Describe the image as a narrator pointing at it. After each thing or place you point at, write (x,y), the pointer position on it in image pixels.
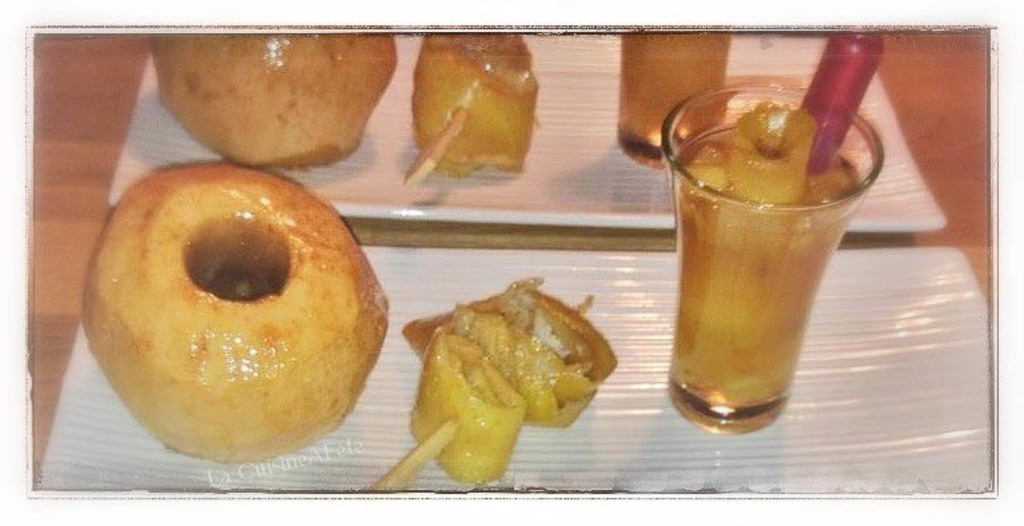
At the bottom of the picture (553,385), we see eatables (445,381) and a glass (750,284) containing liquid (681,298) are placed on the white tray (551,438). Beside that, we see a white tray (336,178) with eatables (416,112) and a glass (652,65) containing liquid (676,52) are placed. These trays (534,113) are placed on the table (39,211).
